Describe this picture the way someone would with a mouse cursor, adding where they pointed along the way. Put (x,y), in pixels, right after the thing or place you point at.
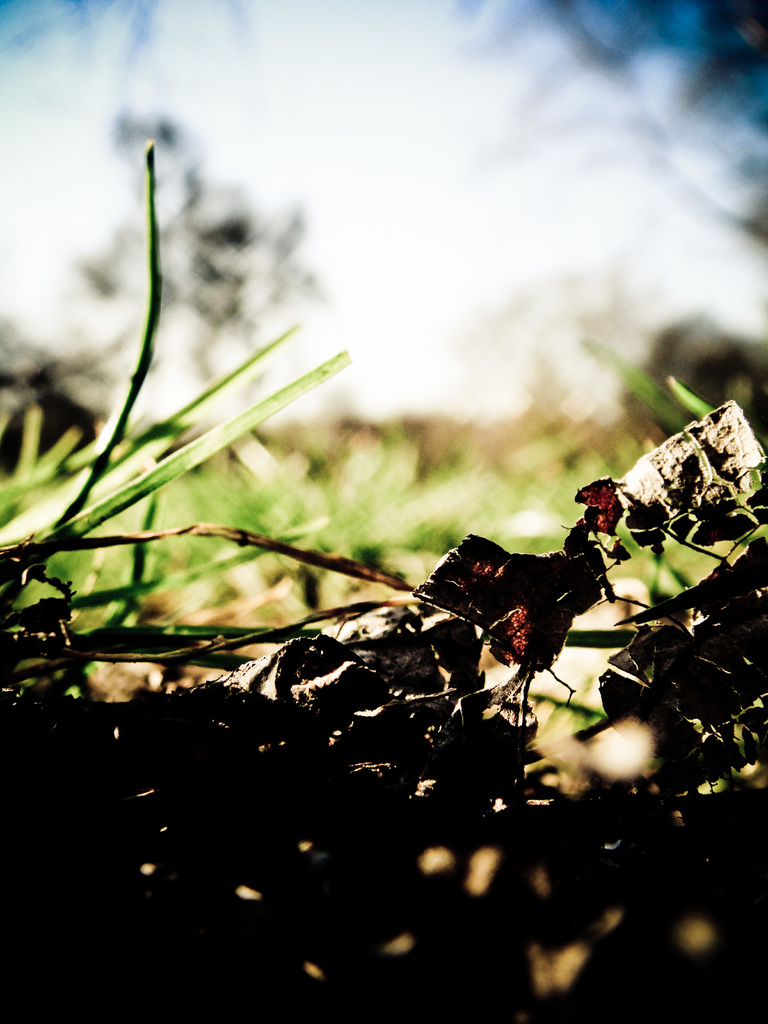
As we can see in the image there are plants (259,499), tree (235,308) and sky (519,192). The image is little blurred.
